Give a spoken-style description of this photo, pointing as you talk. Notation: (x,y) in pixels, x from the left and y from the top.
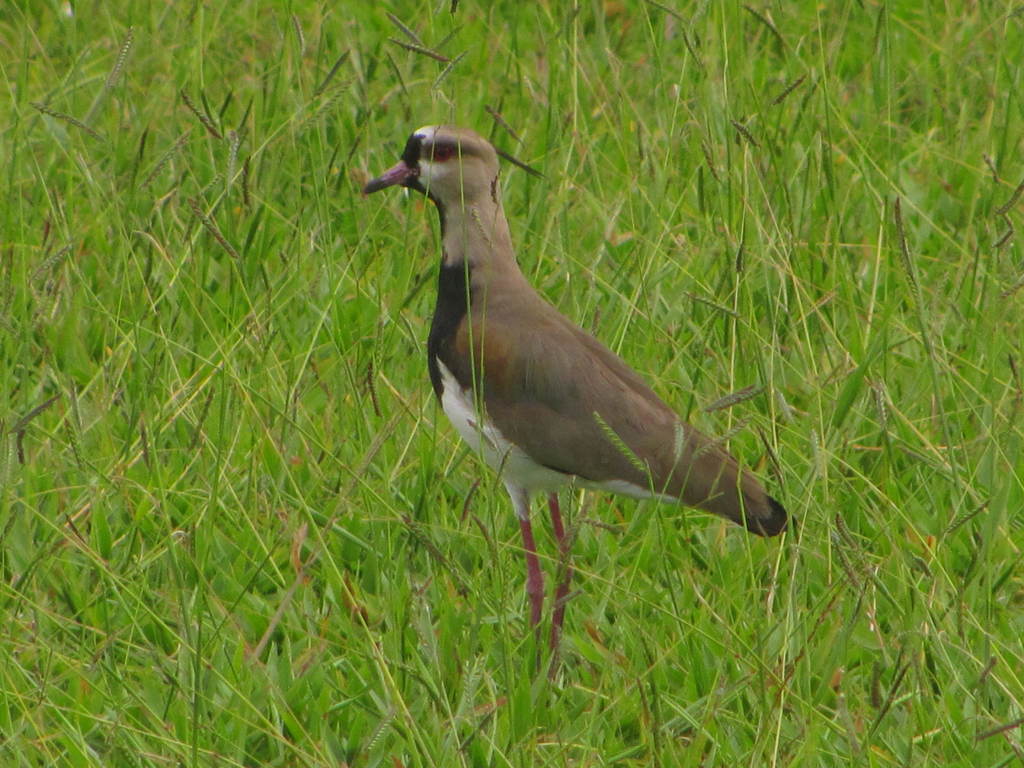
In this image there is a lapwing bird (587,438) standing on the grass (364,434).
